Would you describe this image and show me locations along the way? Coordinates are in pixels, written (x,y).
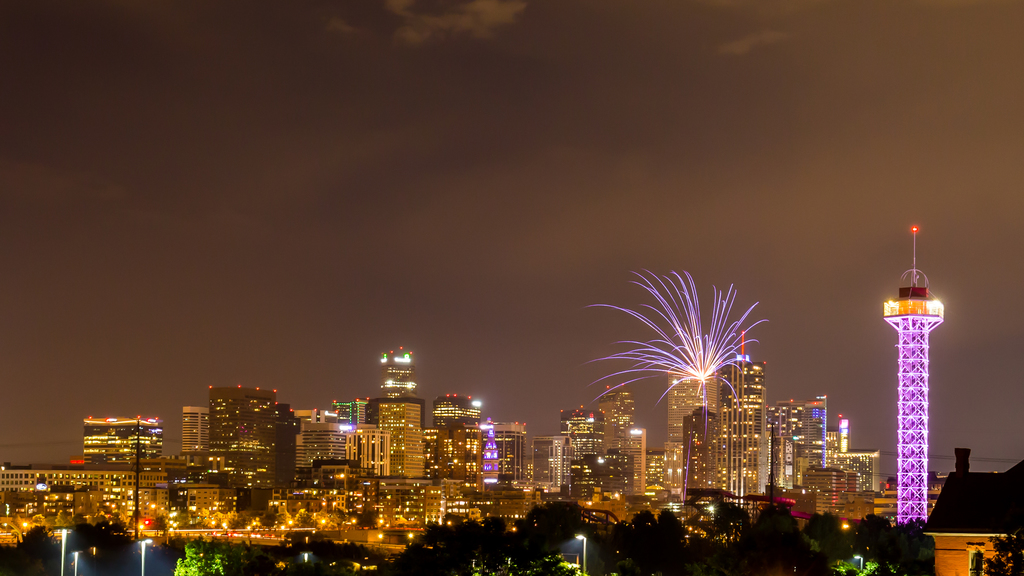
In this image we can see few buildings (422,467) with lights (725,471), there is a tower (907,408) with lights (914,431) and there are few trees (560,537), street lights (142,552) and the sky (91,262) in the background (366,208).
